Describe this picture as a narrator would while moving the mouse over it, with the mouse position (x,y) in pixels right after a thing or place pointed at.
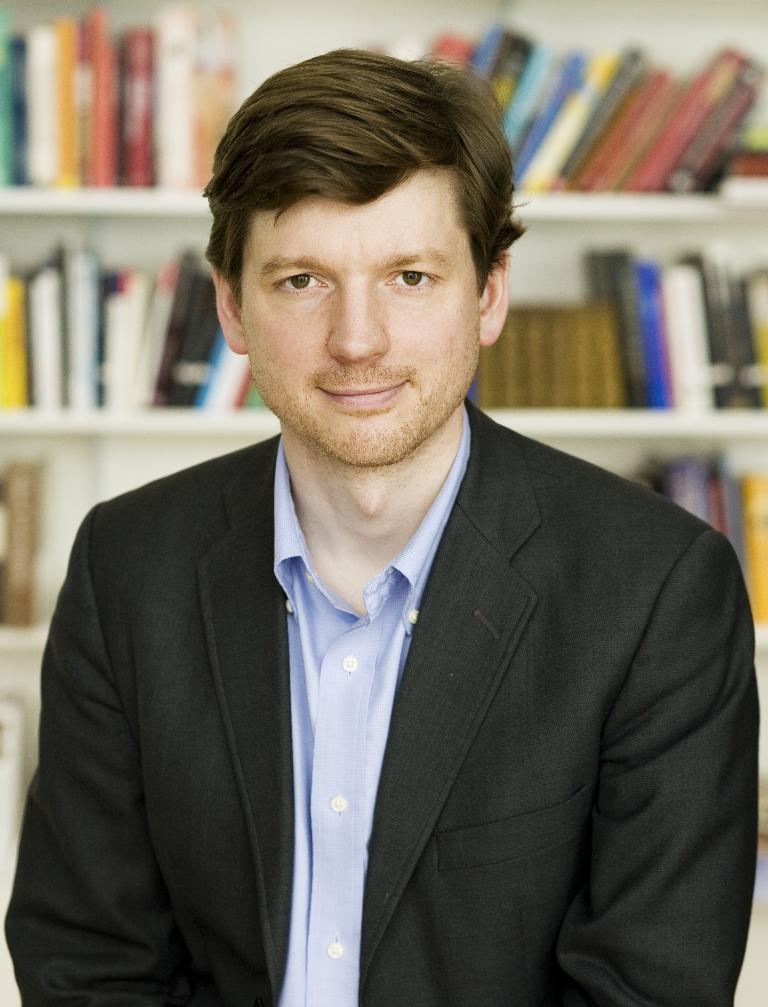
In this image, there is a person (550,496) in front of the rack (67,253) contains some books (94,150).
